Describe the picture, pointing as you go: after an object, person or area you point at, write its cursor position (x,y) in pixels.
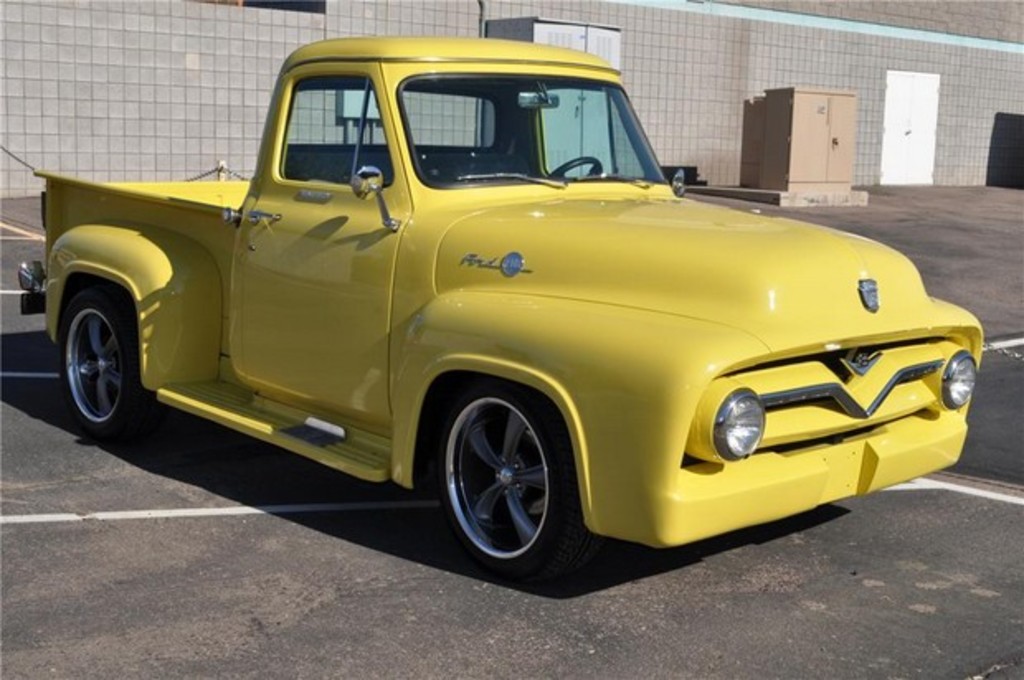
In the middle of this image (676,303), there is a yellow color vehicle (260,225) on the road (996,448), on which there are white color lines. In the background (851,103), there are two cupboards (529,19). Beside them, there is a brick wall (226,54).
